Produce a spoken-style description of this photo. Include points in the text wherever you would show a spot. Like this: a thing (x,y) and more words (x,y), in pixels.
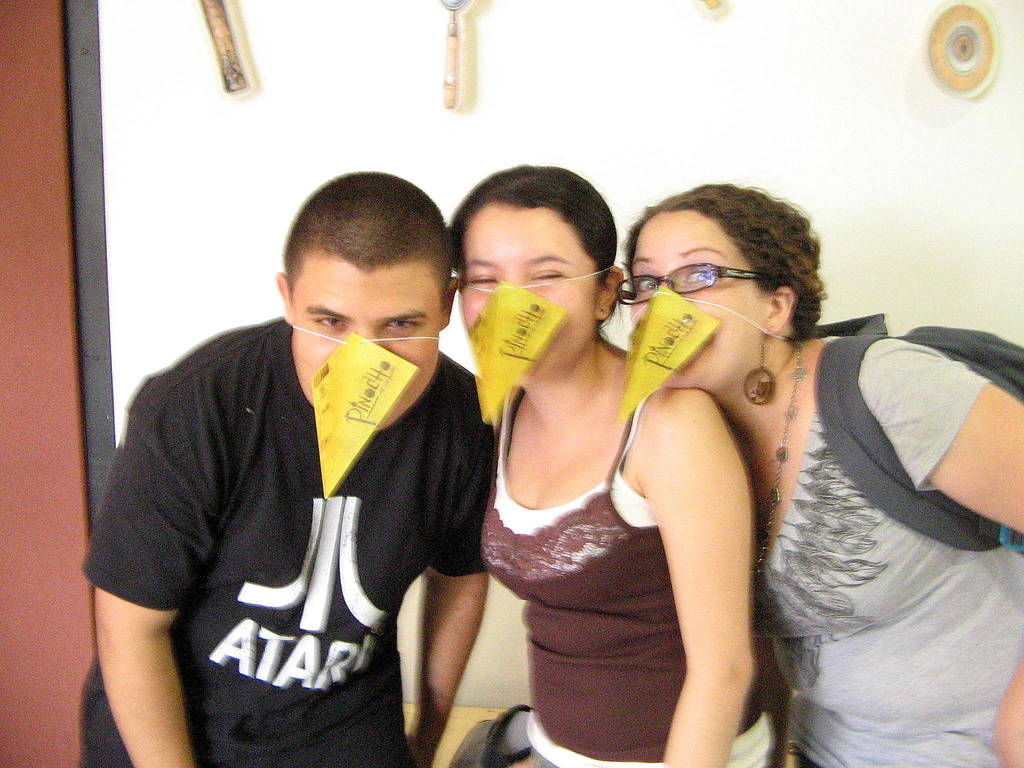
In the center of the image (482,386) we can see three people (682,416) wearing masks (533,346). In the background (178,153) there is a wall (617,144) and we can see decors (220,32) placed on the wall (373,71).
